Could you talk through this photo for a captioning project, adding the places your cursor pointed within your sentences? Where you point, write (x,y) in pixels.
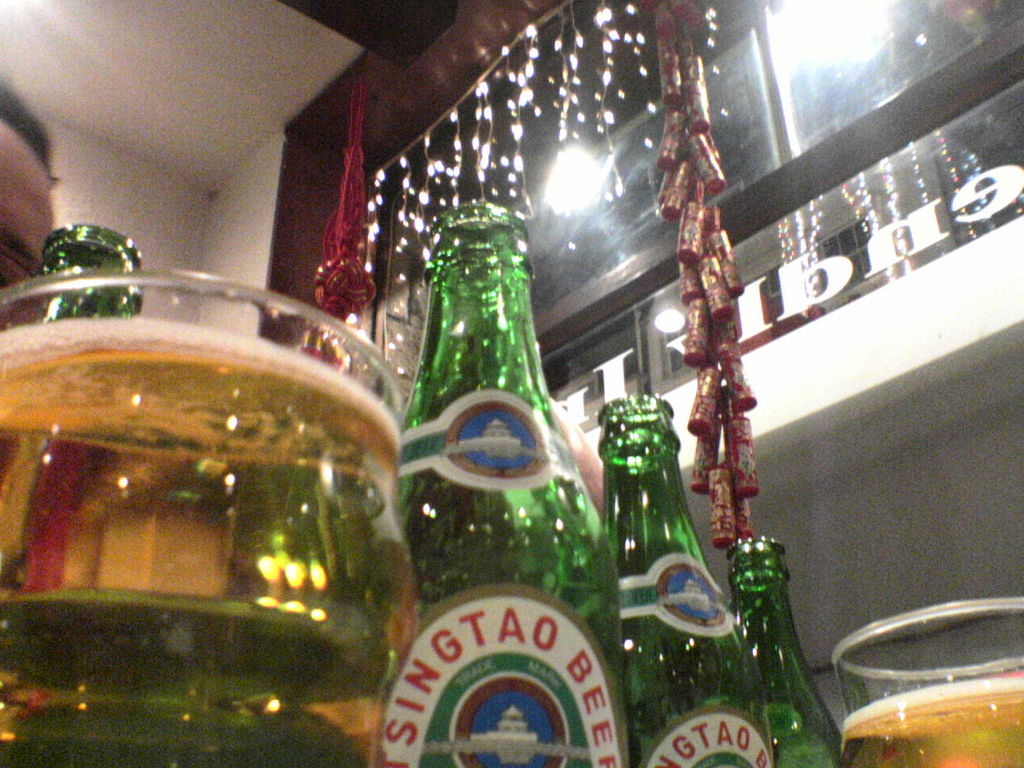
In this picture we can see bottles (557,573) with stickers (472,654) to it and aside to this we have glasses (114,529) with drink (118,569) in it and in background (719,389) we can see wall (122,185), light (478,170), glass windows (785,107) and other decorations (693,184) are hanged.
